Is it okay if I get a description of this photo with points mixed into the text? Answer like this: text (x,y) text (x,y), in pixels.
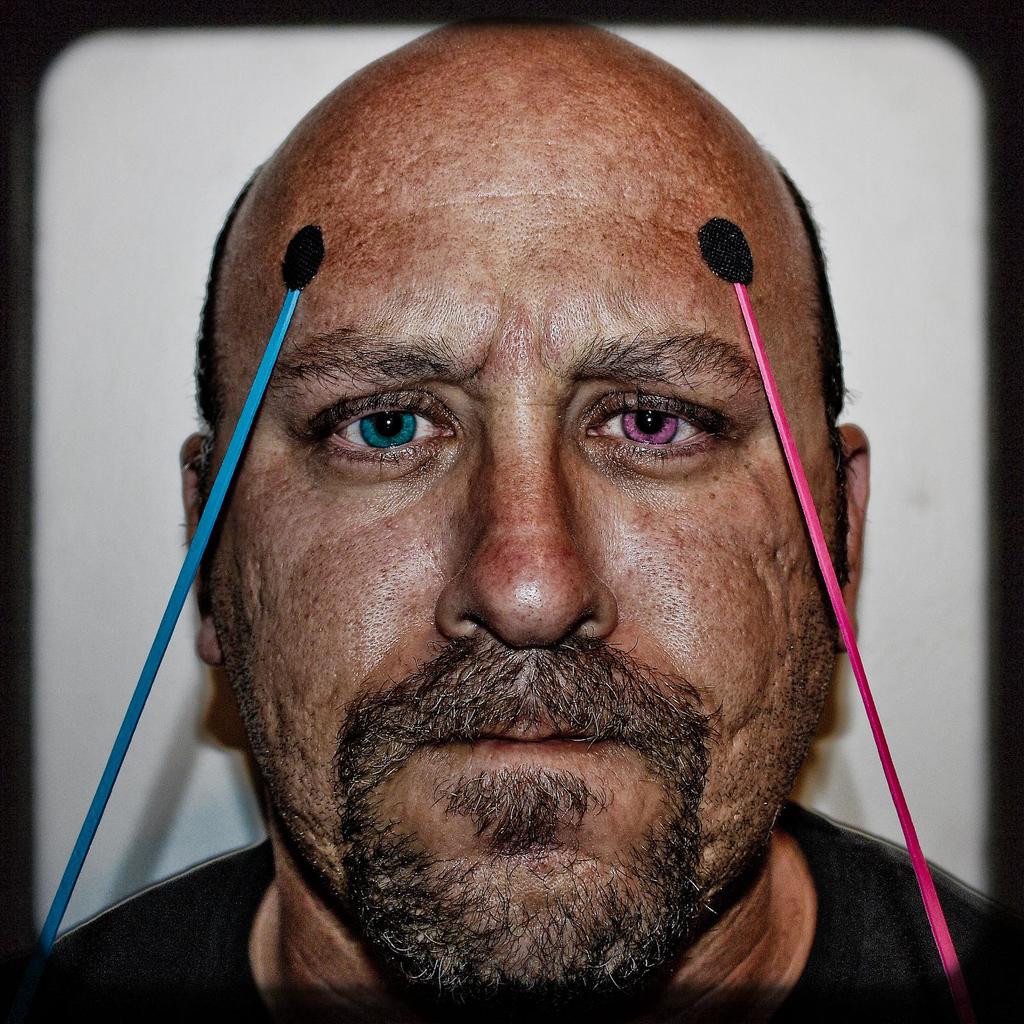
In this picture, we see a man (269,914) in black T-shirt (846,888) is looking at the camera. His left eyeball (425,435) is in blue color and we see a blue color strip (211,503) on his head (489,435). His right eye (608,435) is in pink color and we see a pink color strip (744,288) on his head (789,572). In the background (883,319), it is white in color.
